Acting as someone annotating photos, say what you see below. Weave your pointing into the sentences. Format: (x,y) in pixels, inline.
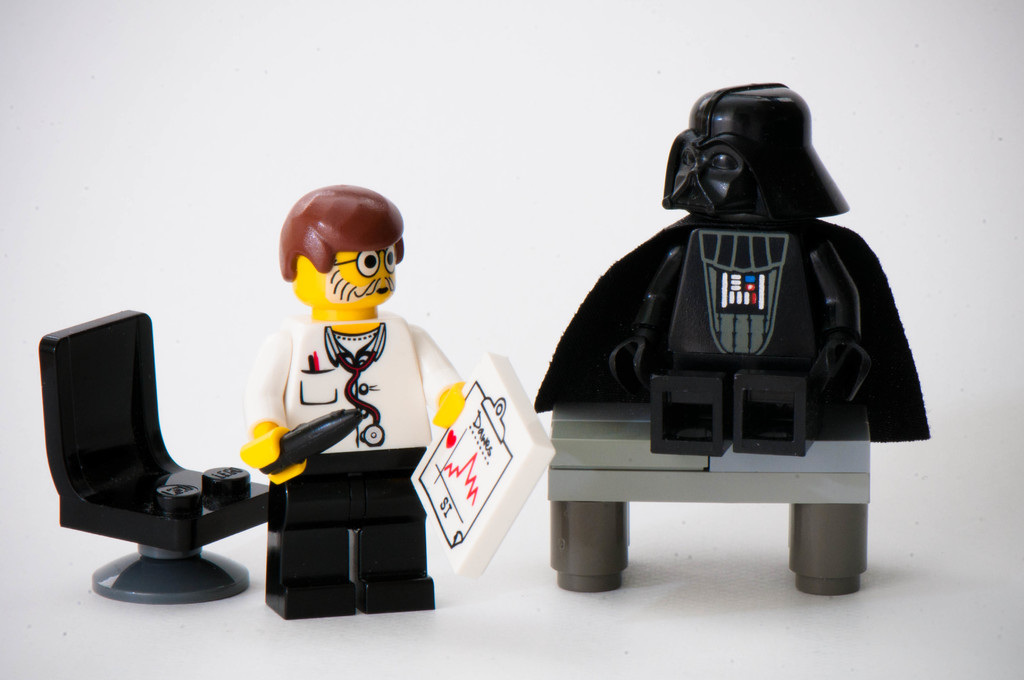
In the image we can see there are cartoon blocks (369,488) in which there is a doctor (371,425) who is holding a clipboard (473,470) and there is a pen (338,427) in his hand (266,431) and behind him there is a chair (157,479) which is in black colour beside him there is a figure (708,322) sitting.
